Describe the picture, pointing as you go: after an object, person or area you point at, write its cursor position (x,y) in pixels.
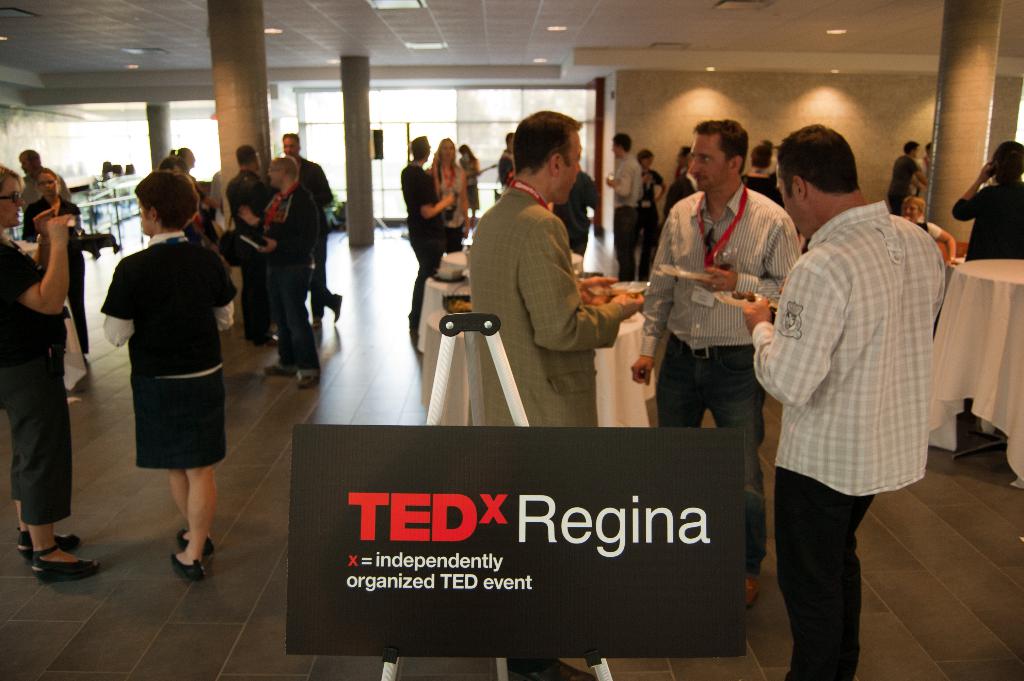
In this image we can see a group of people (488,263) standing on the floor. In that some are holding the plates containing food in it. We can also see some objects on a table (431,331), pillars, windows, wall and a roof (418,75) with some ceiling lights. In the foreground (663,475) we can see a board (674,490) on a stand (486,325) with some text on it.
